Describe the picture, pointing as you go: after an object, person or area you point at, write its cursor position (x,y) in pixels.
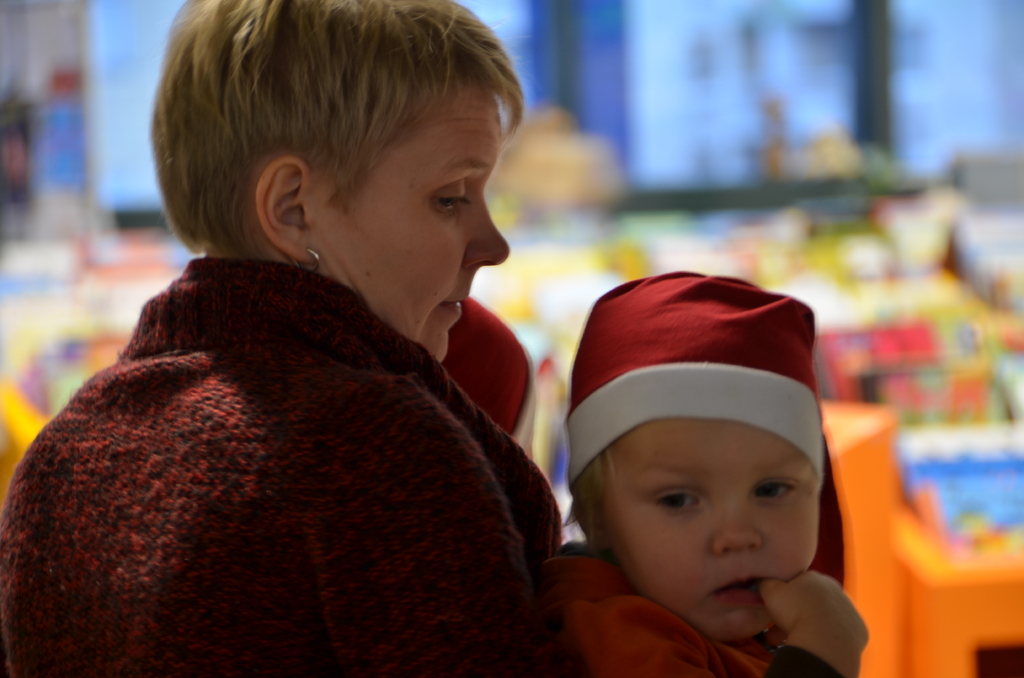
In this image I can see a woman (239,421) wearing jacket (216,454) is holding a baby (580,591) who is wearing red and white colored dress (664,371) and I can see the blurry background (898,343) in which I can see few objects (914,392).
